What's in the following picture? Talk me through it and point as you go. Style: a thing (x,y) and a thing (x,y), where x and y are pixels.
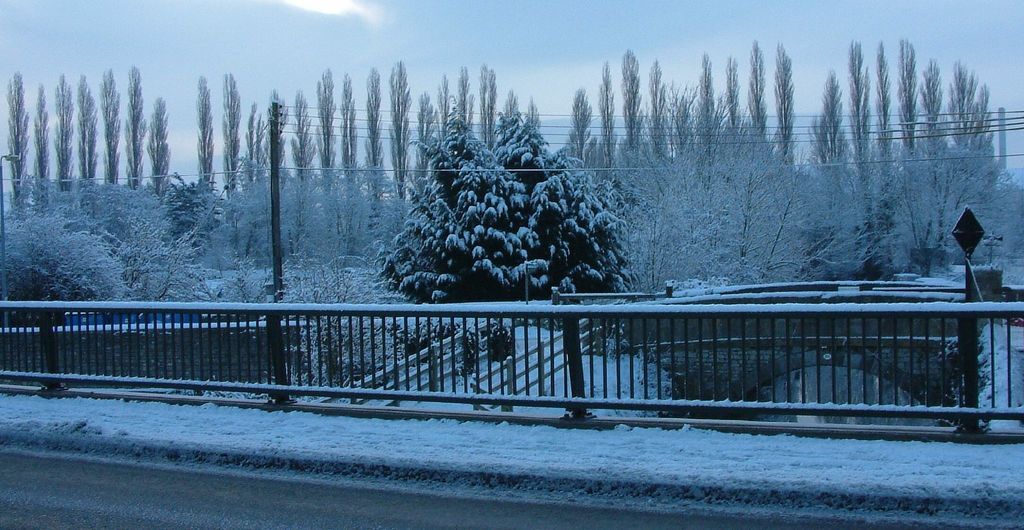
In this picture I can see trees (448,196), poles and I can see metal fence (573,385) and plants (352,298) and I can see snow (610,203) and a blue cloudy sky (526,68).
